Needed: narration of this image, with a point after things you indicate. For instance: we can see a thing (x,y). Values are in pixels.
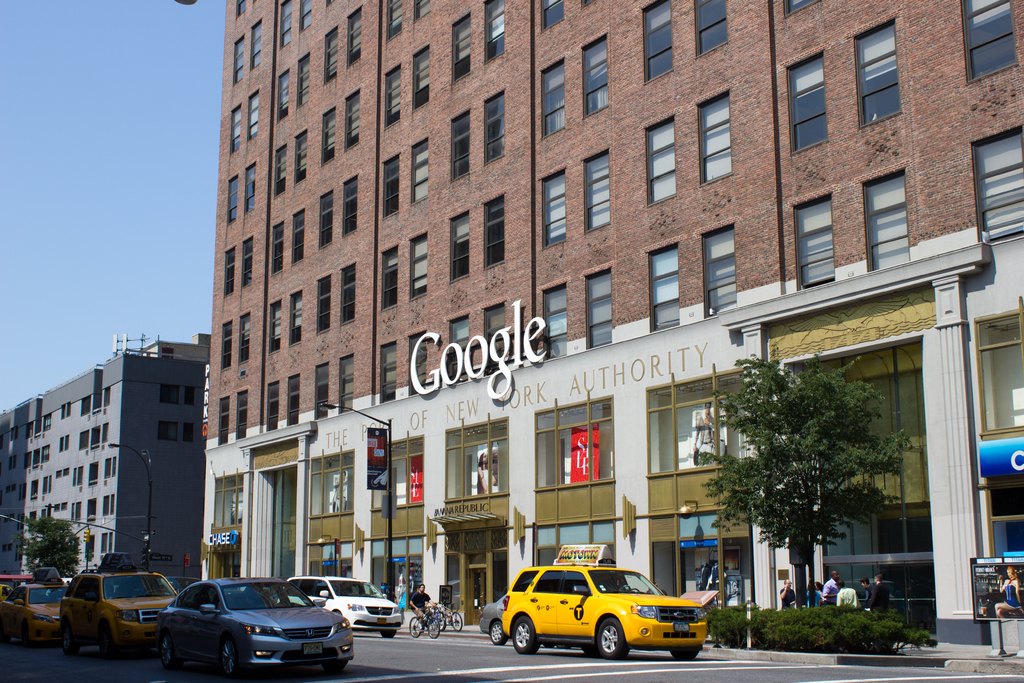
In this picture we can see buildings (840,273), boards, lights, trees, poles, plants (735,620) and people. We can see vehicles (693,614) on the road (100,675). In the top left corner of the picture (152,196) we can see the sky (98,117).
